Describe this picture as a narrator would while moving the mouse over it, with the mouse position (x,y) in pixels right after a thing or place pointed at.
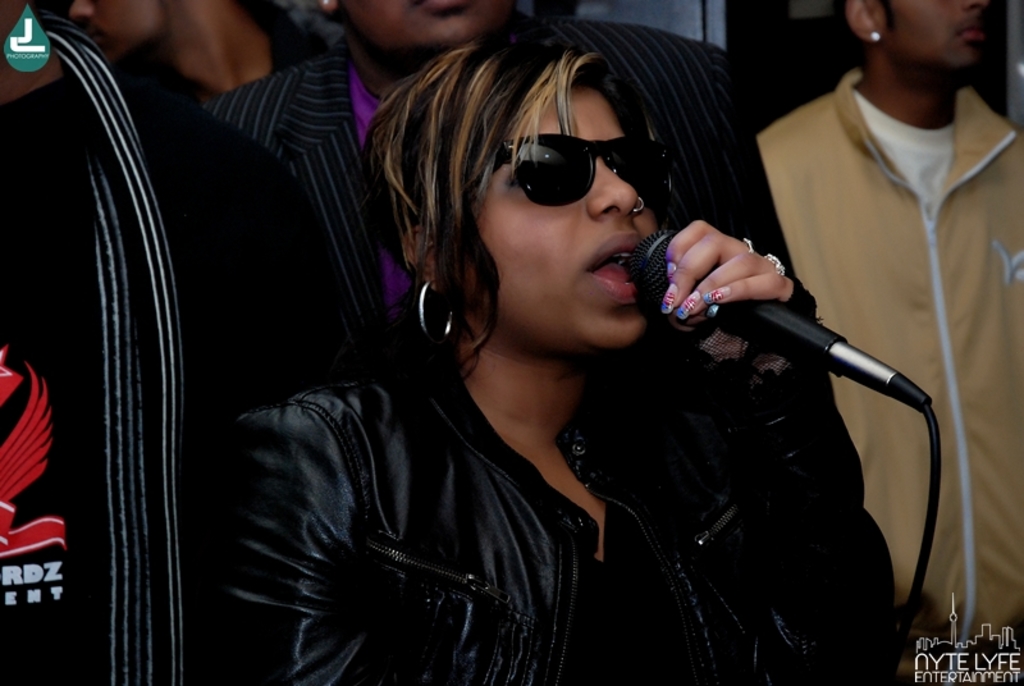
There is a group of people (487,332). They are standing. In the center (537,234) we have a woman (566,303). She is wearing a spectacle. She is holding a mic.
